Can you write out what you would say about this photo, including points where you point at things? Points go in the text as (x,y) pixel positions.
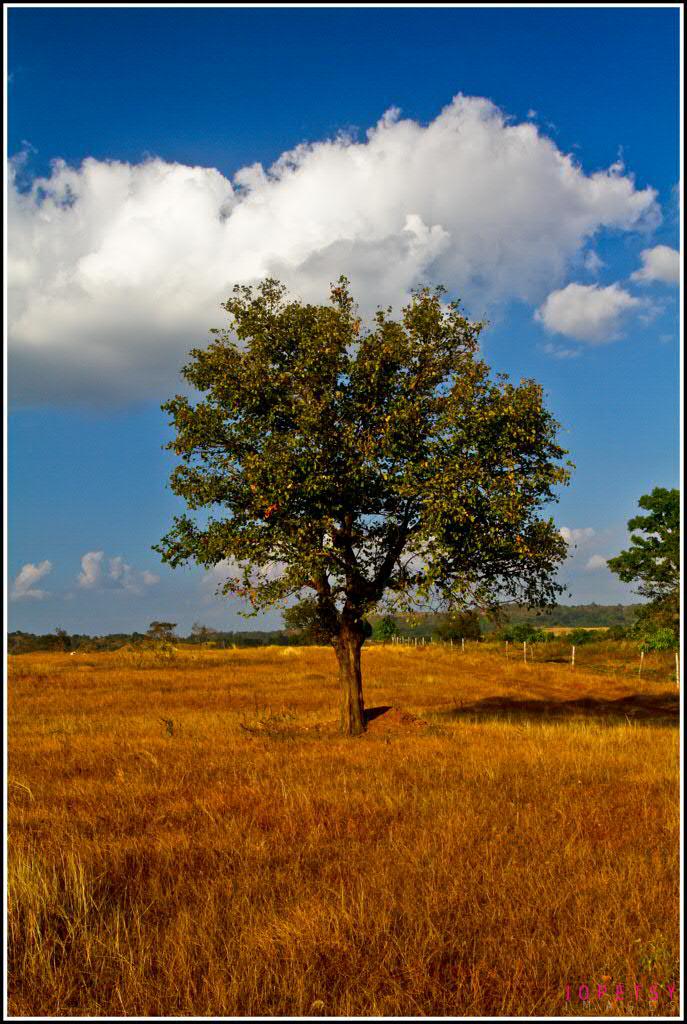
In this image I can see some grass (303,892) on the ground (331,900) which is brown in color, a tree (351,707) which is green and brown in color and few white colored poles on the ground (578,662). In the background (654,601) I can see few trees (664,593) and the sky (200,334).
